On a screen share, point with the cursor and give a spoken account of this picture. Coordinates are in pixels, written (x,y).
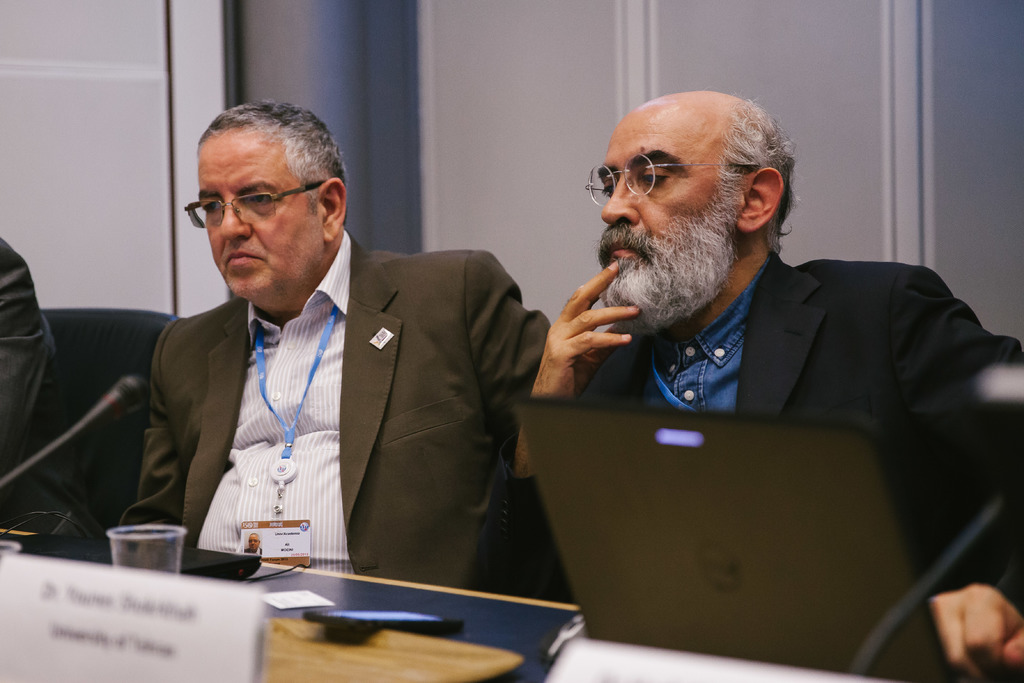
In this image there are three persons (340,490) sitting on the chairs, there are glasses (137,556), name papers (14,610), mike's (870,654), laptops (639,643), mobile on the table (488,646), and in the background (523,126) there is wall (625,65).
